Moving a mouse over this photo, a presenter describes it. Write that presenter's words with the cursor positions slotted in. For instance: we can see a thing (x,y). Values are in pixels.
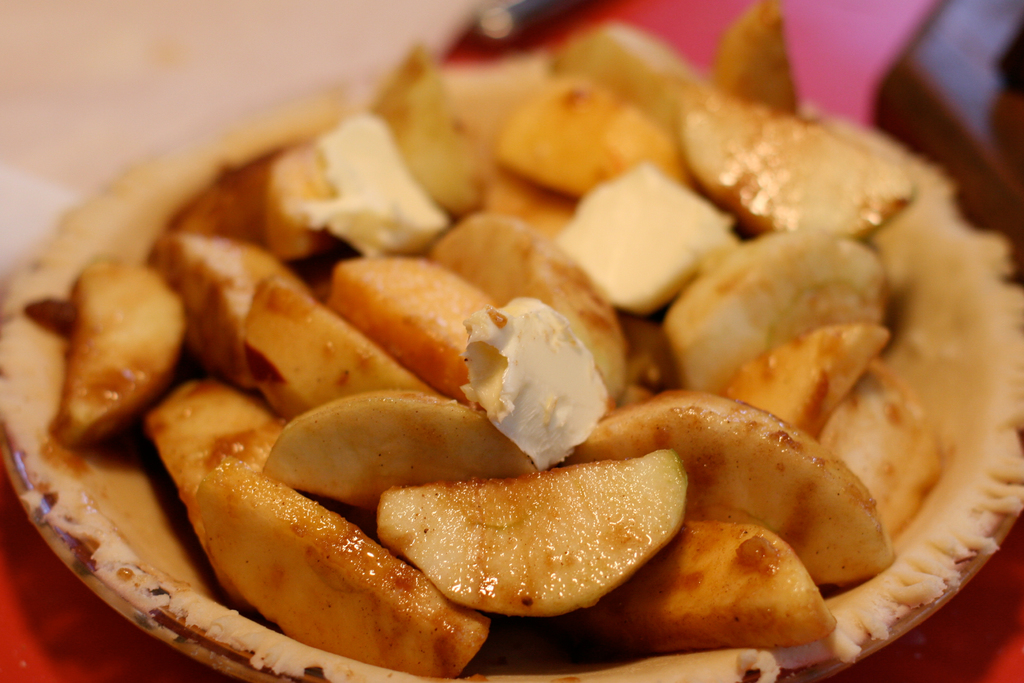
In this image I can see a bowl (127,550) which consists of some food item (444,311). The background (99,18) is blurred.
